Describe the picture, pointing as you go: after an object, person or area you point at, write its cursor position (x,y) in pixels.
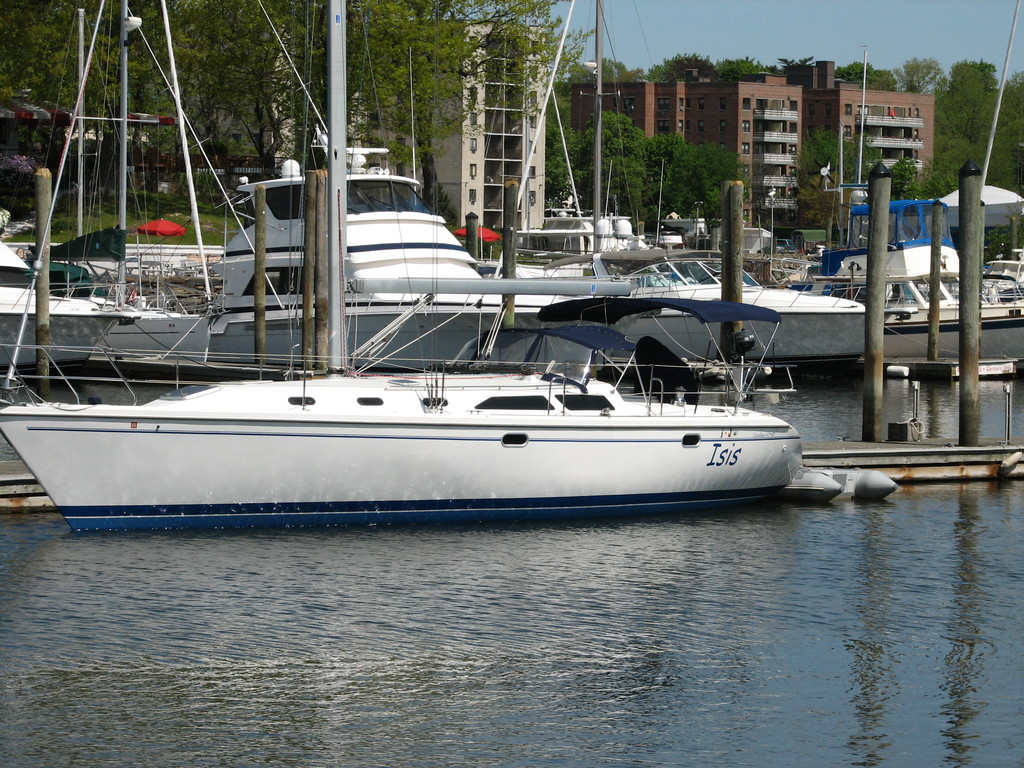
There are boats (553,322) on the water (655,633). In the background (480,110) we can see poles (316,199), trees (217,66), grass (173,217), buildings (764,184), and sky (945,65).
